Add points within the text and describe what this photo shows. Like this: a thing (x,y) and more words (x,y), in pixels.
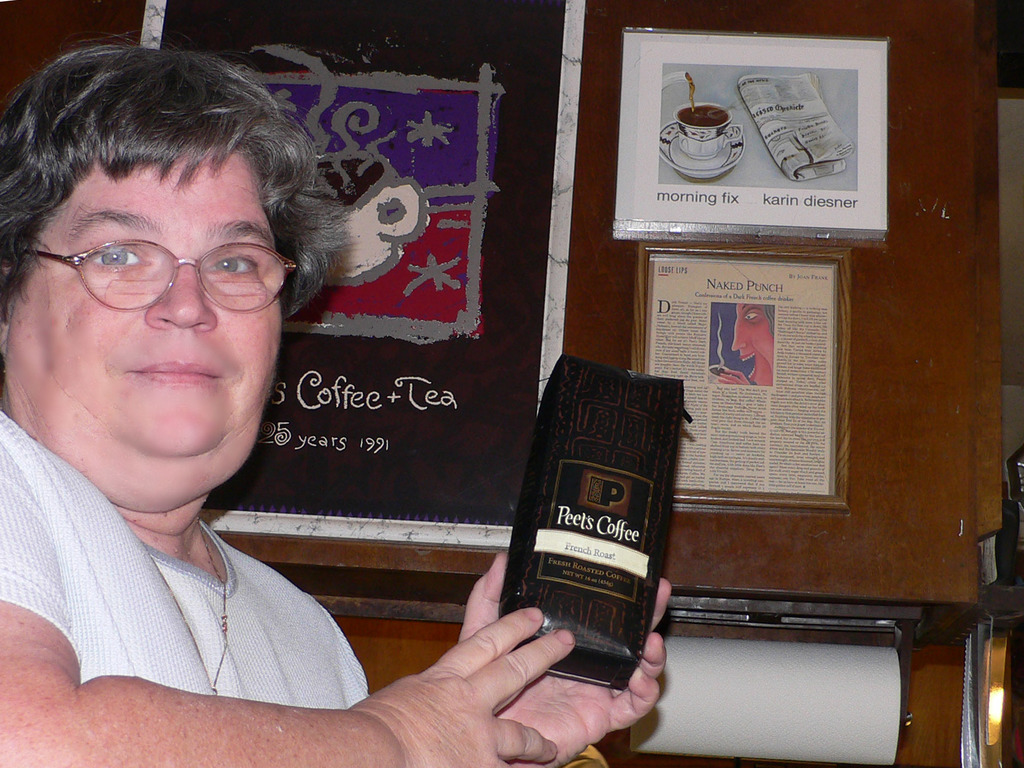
In this image there is a women (197,549) holding a packet (535,511) in her hand (557,679) and wearing glasses (222,245), in the background (890,17) there is a wall (966,514) for that wall (863,392) there are posters (774,201), on that posters (757,183) there is some text (718,201).
